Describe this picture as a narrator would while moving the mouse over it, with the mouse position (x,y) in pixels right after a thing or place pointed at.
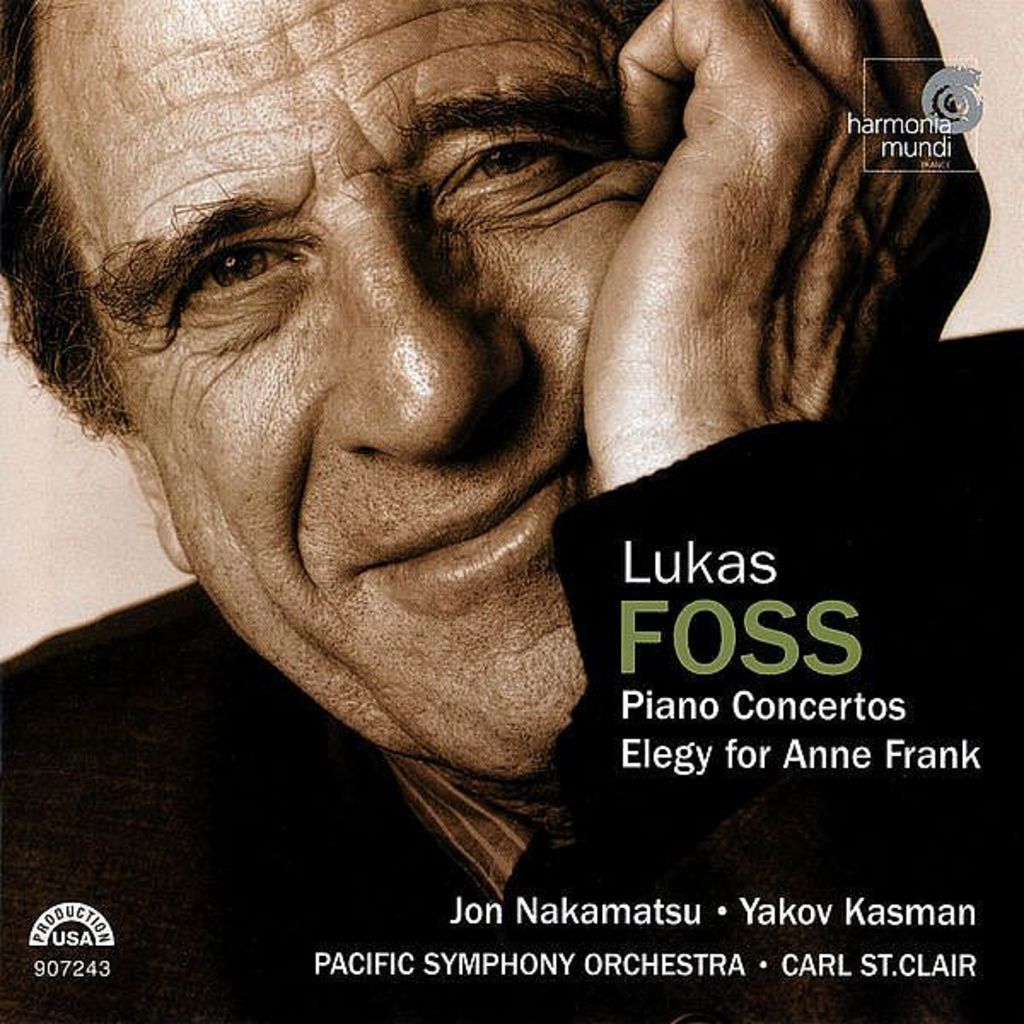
In this image we can see a poster (455,794). On the poster (441,462) there is an image of a man (519,472). Also there is text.
